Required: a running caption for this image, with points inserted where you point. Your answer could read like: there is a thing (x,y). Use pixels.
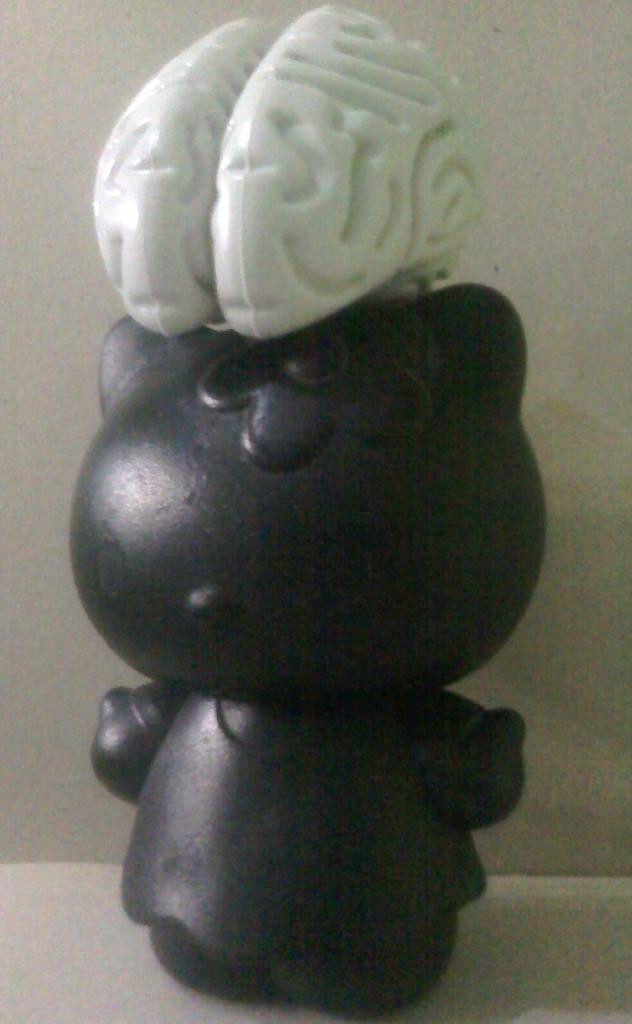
In this image there is a small black colour toy (278,628) in the middle (346,568). Above the toy (354,625) there is a small white colour brain (318,166).
